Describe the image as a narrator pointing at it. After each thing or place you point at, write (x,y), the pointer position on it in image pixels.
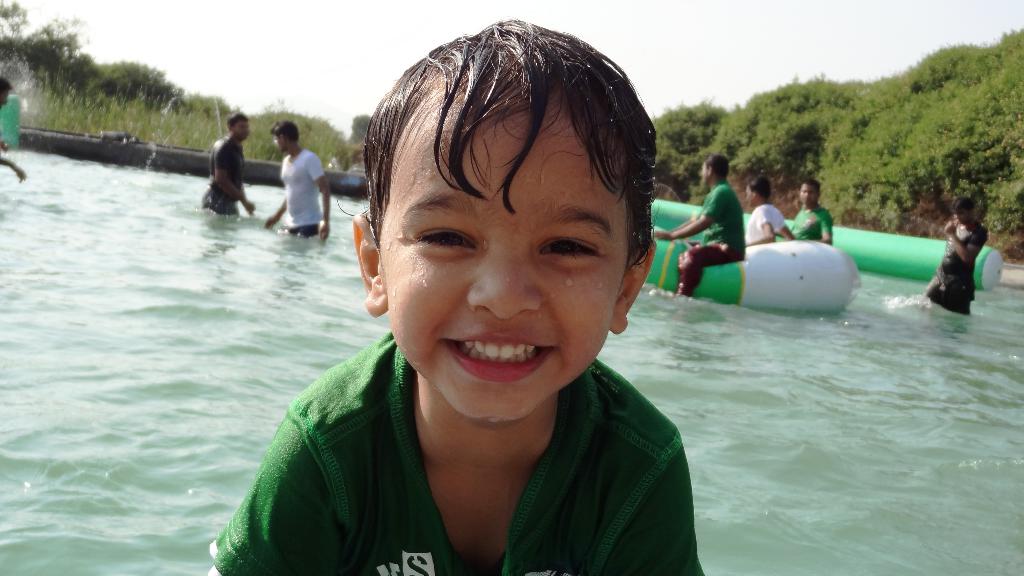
In this picture we can see a boy (387,181) smiling. At the back of him we can see the water (280,233), inflatable objects (764,258) and some people (782,228). In the background (927,141) we can see trees (59,52) and the sky (408,45).
